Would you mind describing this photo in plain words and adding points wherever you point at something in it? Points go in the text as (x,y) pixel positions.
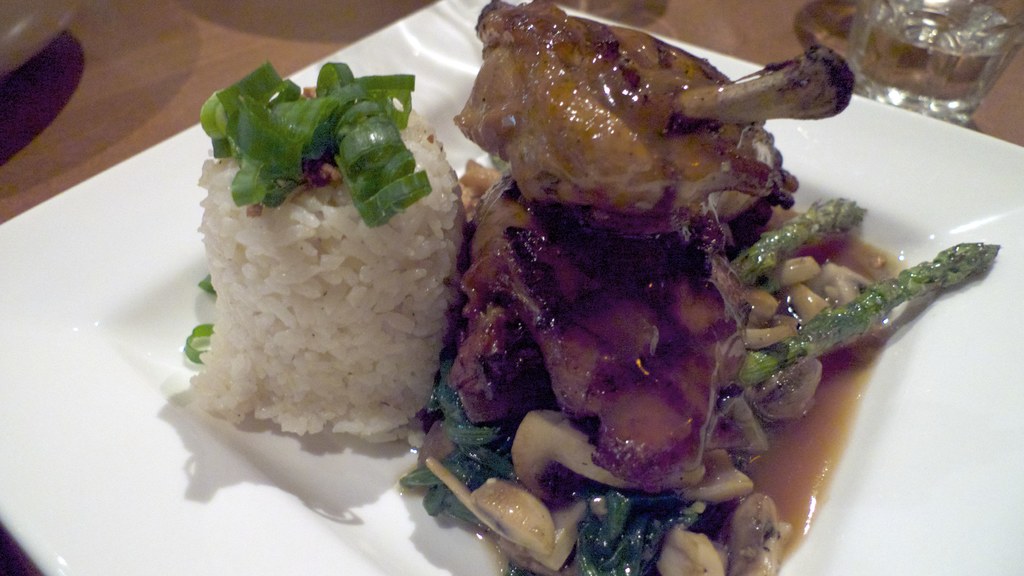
In this image I can see the food (356,373) in the white plate (181,476). I can see the food (426,352) is colorful. To the side I can see the glass (895,31). These are on the brown color surface (121,118).
